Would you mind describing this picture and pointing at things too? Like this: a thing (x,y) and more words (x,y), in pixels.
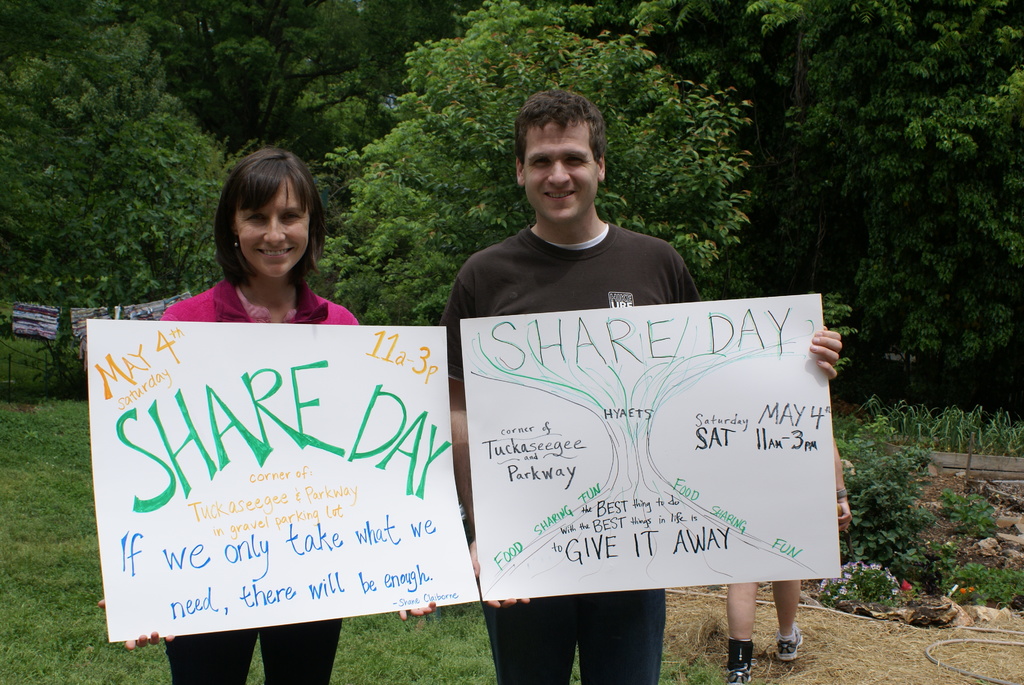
In this image in the foreground (554,247) there are two persons (294,254) standing and they are holding some boards (476,394). On the boards (587,451) there is text (128,453), and in the background (833,443) there is another person (780,628) walking and there are some trees (316,117) and some objects (168,304). At the bottom (677,635) there is grass (28,550) and some pipes (948,668) and some plants (894,580).
